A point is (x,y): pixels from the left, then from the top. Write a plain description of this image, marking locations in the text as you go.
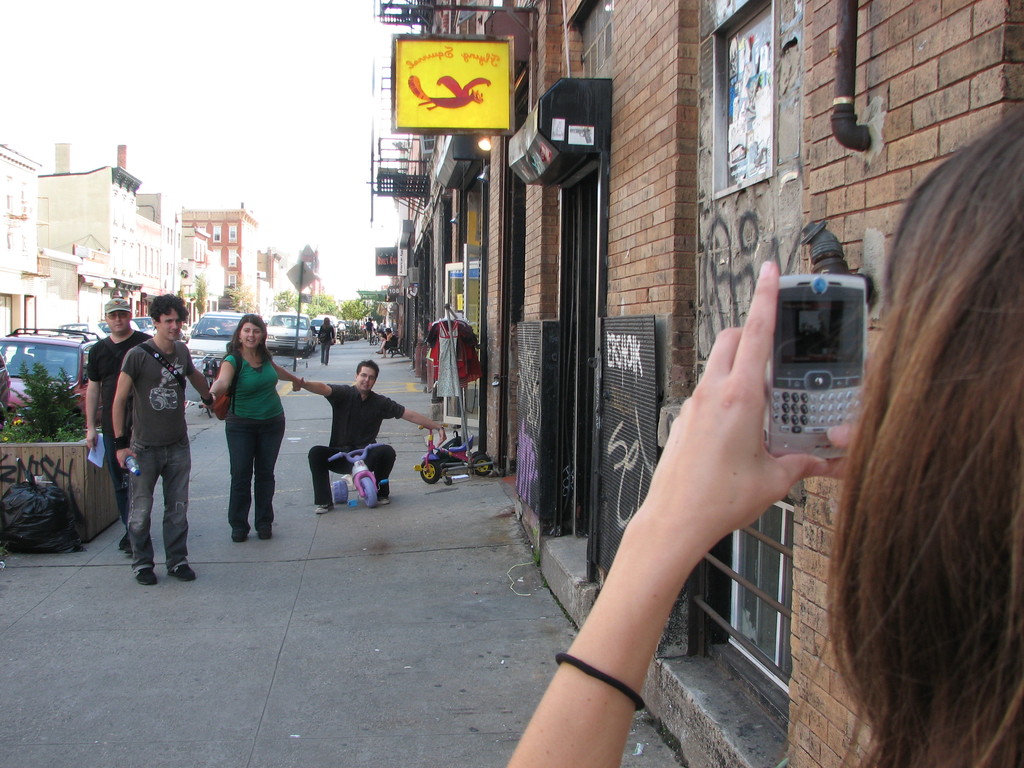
In this image I see a person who is holding a phone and I see 4 persons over here and there are lot of buildings (415,278). In the background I see the cars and few trees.
